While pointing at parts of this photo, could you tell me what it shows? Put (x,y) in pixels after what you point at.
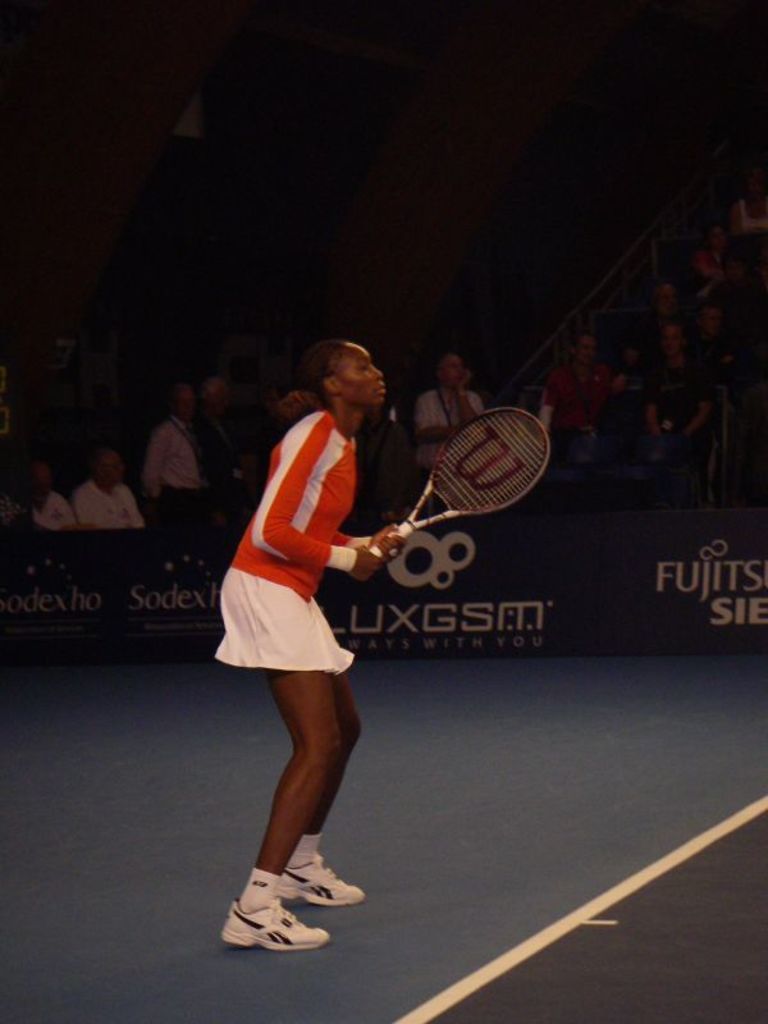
This woman (294,493) is holding a racket (489,459). Far this persons (176,476) are audience (371,435).
